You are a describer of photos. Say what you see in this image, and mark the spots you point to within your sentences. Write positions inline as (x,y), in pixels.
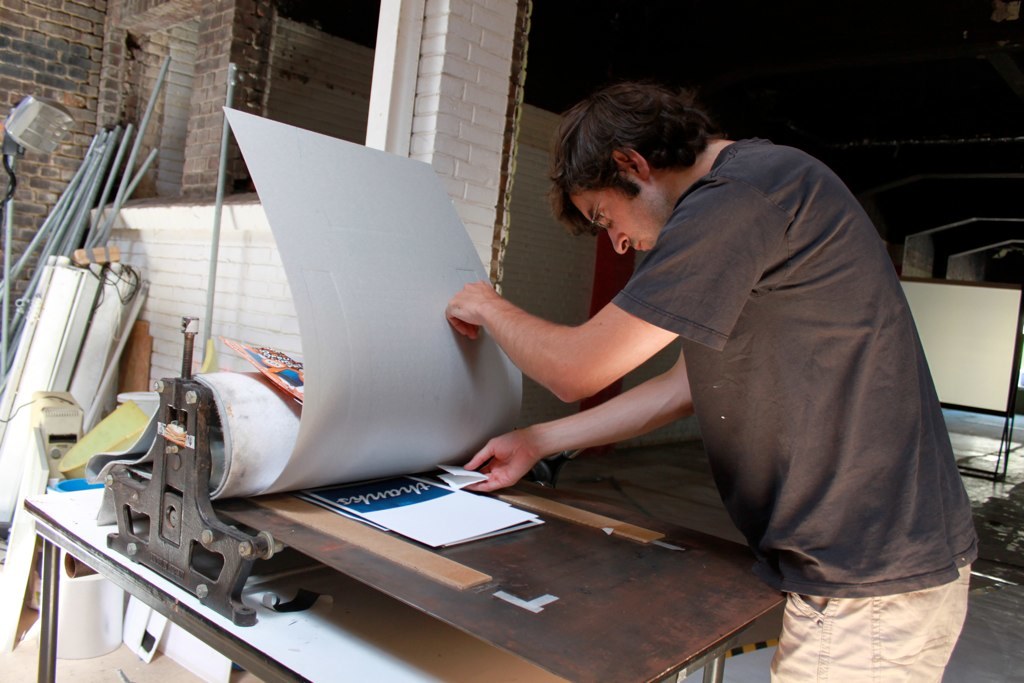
In this picture there is a man (723,248) standing and holding the object (467,471). In the foreground (535,492) there is a machine (583,551) and there might be papers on the machine (319,552). At the back (2,403) there are pipes (208,321) and there are objects (95,340). On the right side of the image (966,345) there is a board (925,347). At the bottom (1008,527) there is a floor (993,617).
